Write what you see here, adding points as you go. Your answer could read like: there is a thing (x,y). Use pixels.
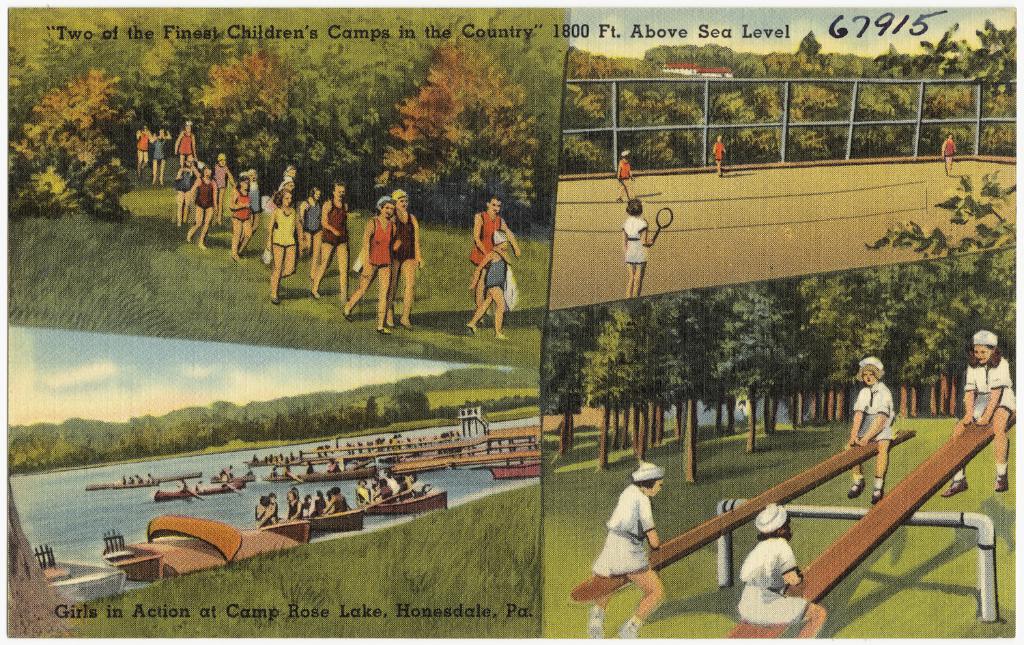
In this image we can see a collage image. On the left side (278,228) top of the image (363,159) there are some persons (346,215), trees (366,136) and grass (289,282). On the right side (735,238) top of the image (872,128) there are some persons (641,233), tennis court (797,197), racket (669,216), trees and other objects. On the right side (857,373) bottom of the image (1002,449) there are four girls (1002,449), seesaw (991,567), trees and other objects (964,510). On the left side (337,510) bottom of the image (22,569) there are boats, persons (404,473), trees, sky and other objects (397,455). On the image there is a watermark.
